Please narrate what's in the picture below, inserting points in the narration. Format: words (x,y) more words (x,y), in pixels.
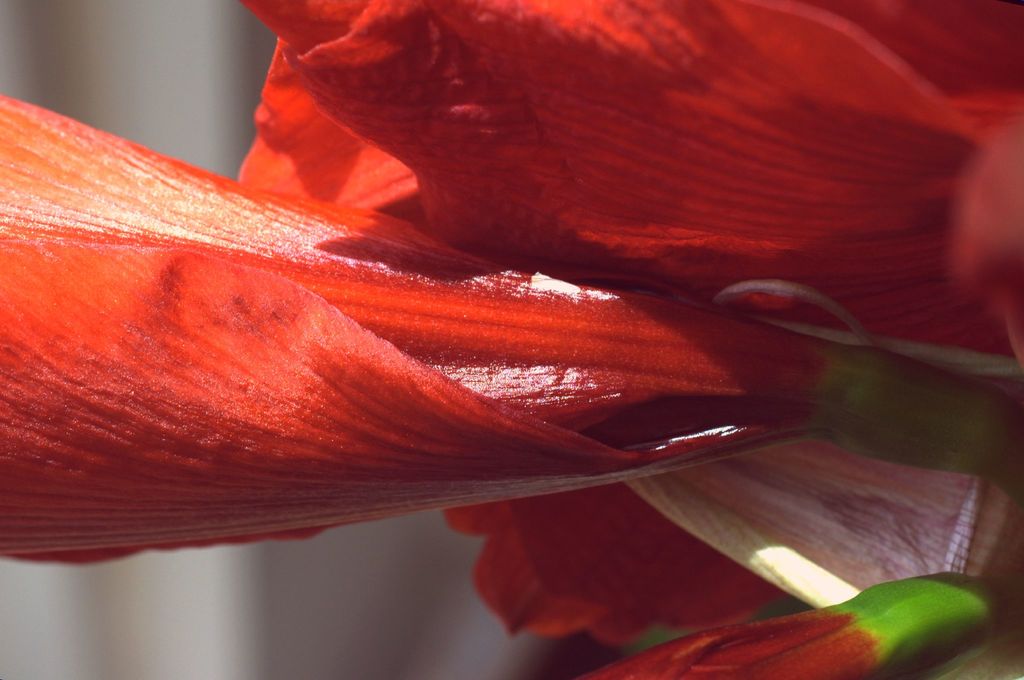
In this image I can see the flower (467,292) which is in red, cream and green color. And there is a blurred background (394,603).
